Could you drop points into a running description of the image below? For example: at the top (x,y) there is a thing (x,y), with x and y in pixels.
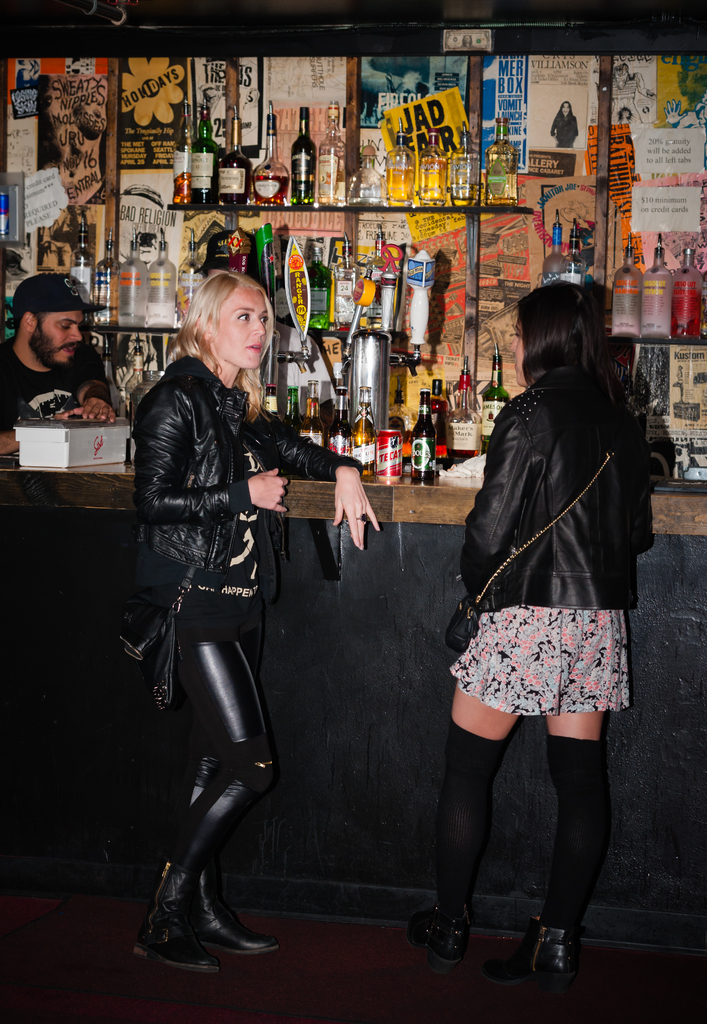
In this image, there are a few people (463,656). We can see a table (664,569) with some objects (341,448) like bottles (366,428). We can also see some shelves (470,289) with bottles (185,190) and other objects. We can see some posters (515,223) with text (671,152) and images (655,419). We can also see a white colored object (74,428). We can see the ground (323,1004).
